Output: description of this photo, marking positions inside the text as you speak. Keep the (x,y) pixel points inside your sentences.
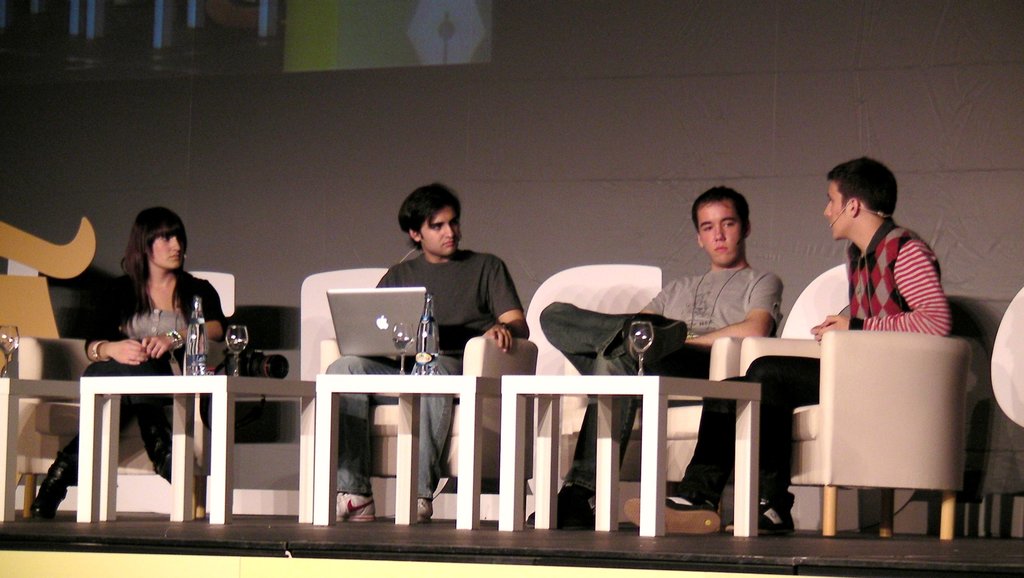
Here I can see four people (184,293) sitting on the chairs (772,340). In front of these people (164,399) there are three tables (650,427) on which glasses (236,348) and bottles (195,343) are placed. This is looking like a stage (571,552). At the top of the image (280,41) there is a screen (116,13).
